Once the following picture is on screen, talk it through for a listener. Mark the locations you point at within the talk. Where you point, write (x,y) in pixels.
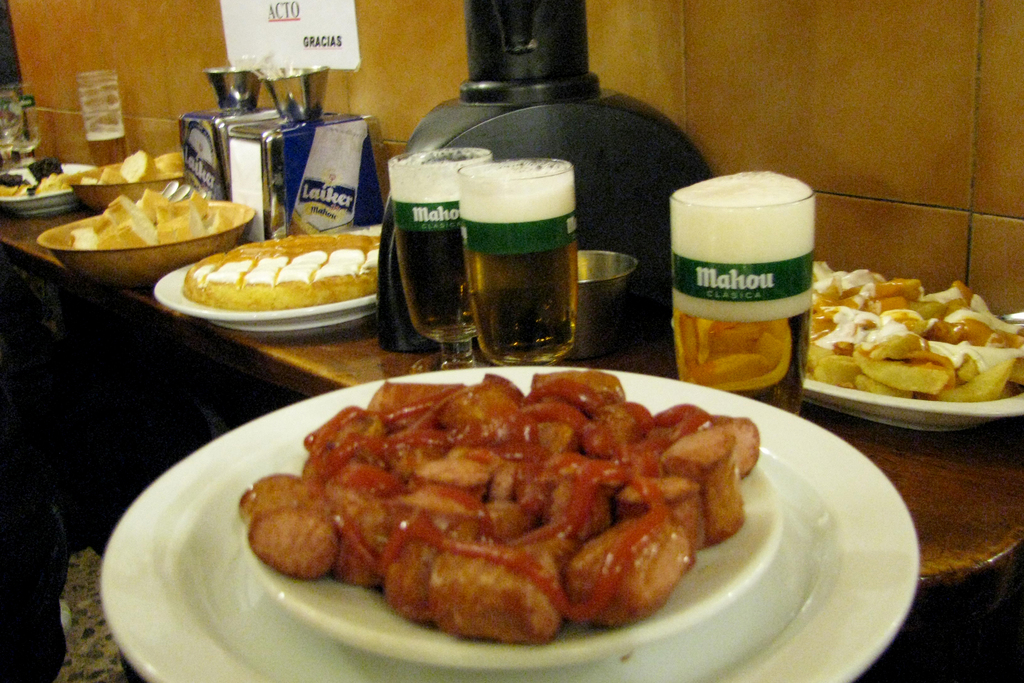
In this image I can see food (321,427) which is in red, brown, white and cream color in the plate (231,619) and the plate (270,572) is in white color. I can also see few glasses (798,267) on the table (360,367) and the table (301,357) is in brown color, background (263,38) I can see a paper (250,38) attached to the wall (377,32).
